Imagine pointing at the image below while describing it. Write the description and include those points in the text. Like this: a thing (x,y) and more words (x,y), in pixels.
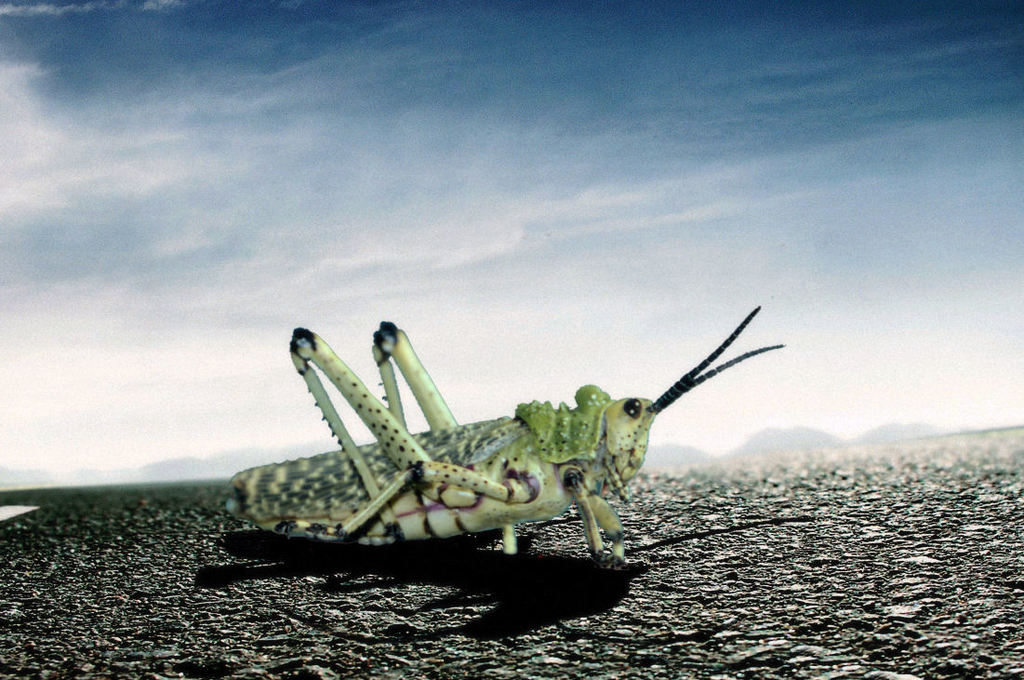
In this picture, we see the grasshopper (523,467). At the bottom (422,607), we see the road (769,575). There are hills (792,447) in the background (920,431). At the top (448,102), we see the sky (740,192). This might be the graphical image.
